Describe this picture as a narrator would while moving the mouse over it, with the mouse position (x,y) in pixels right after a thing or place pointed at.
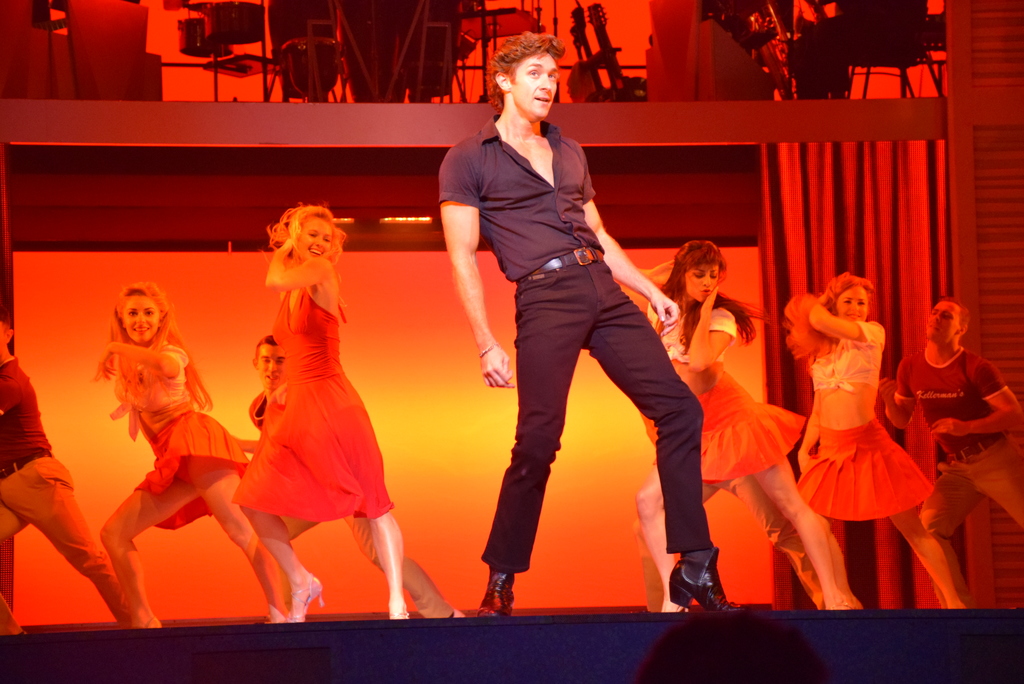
In this image, we can see people (687,325) performing dance on the stage (590,619) and in the background (808,208), there is a curtain (808,208) and we can see a screen (168,256). At the top (126,58), there are stands (369,41) and we can see some other objects (371,44).
